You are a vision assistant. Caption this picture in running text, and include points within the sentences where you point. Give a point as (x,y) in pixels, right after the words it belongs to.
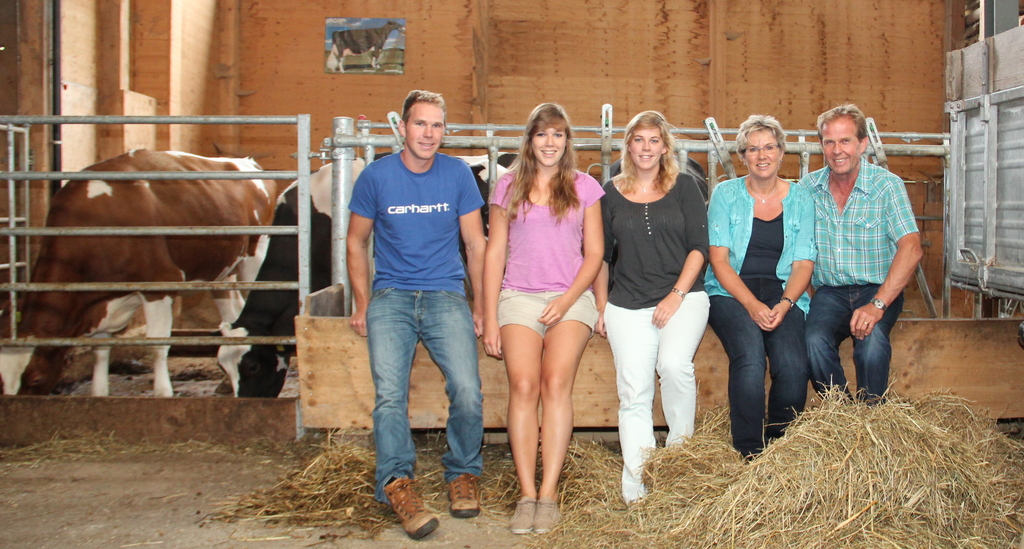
In the image we can see three women (716,278) and two men (454,354), they are sitting and wearing clothes (550,301), some of them are wearing shoes (475,512) and wrist watch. Here we can see dry grass (819,486), fence (278,229) and cows (256,244).
